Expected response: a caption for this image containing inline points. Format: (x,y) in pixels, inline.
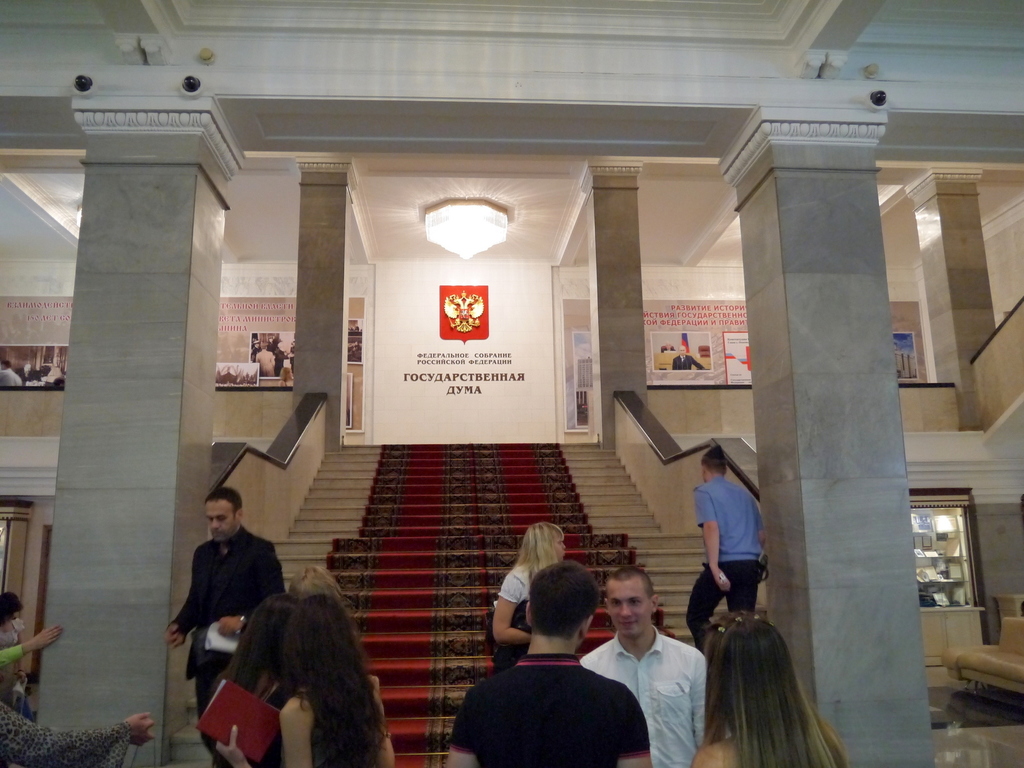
The picture is taken inside a building (744,409). There are few people (327,704) in the foreground (570,671). Few (756,565) are using the staircase (434,569). On the staircase (434,618) there is a red carpet (434,621). In the background (742,346) on the wall (69,342) there are photos (728,352). On the ceiling (417,206) there is light (473,239). There are many pillar (834,234). On the top (80,84) there are cameras (191,93).
